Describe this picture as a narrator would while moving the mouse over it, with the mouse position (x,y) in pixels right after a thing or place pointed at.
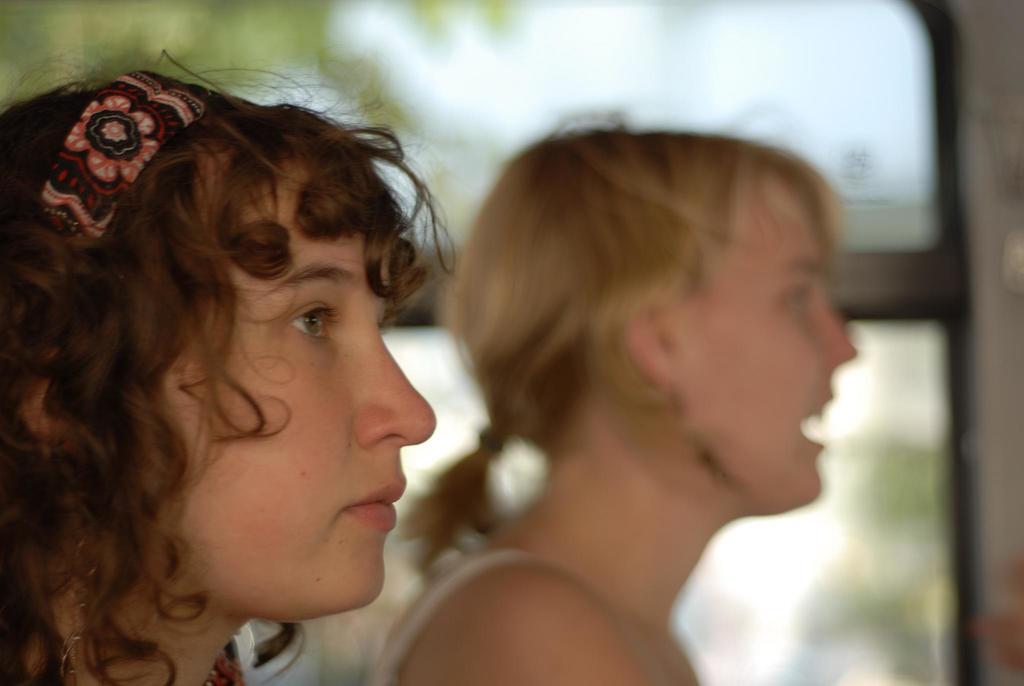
In this image there is one women (255,432) at left side (153,412) is wearing a headband (120,190) and there is one more women (584,425) is at middle of this image (564,399).
